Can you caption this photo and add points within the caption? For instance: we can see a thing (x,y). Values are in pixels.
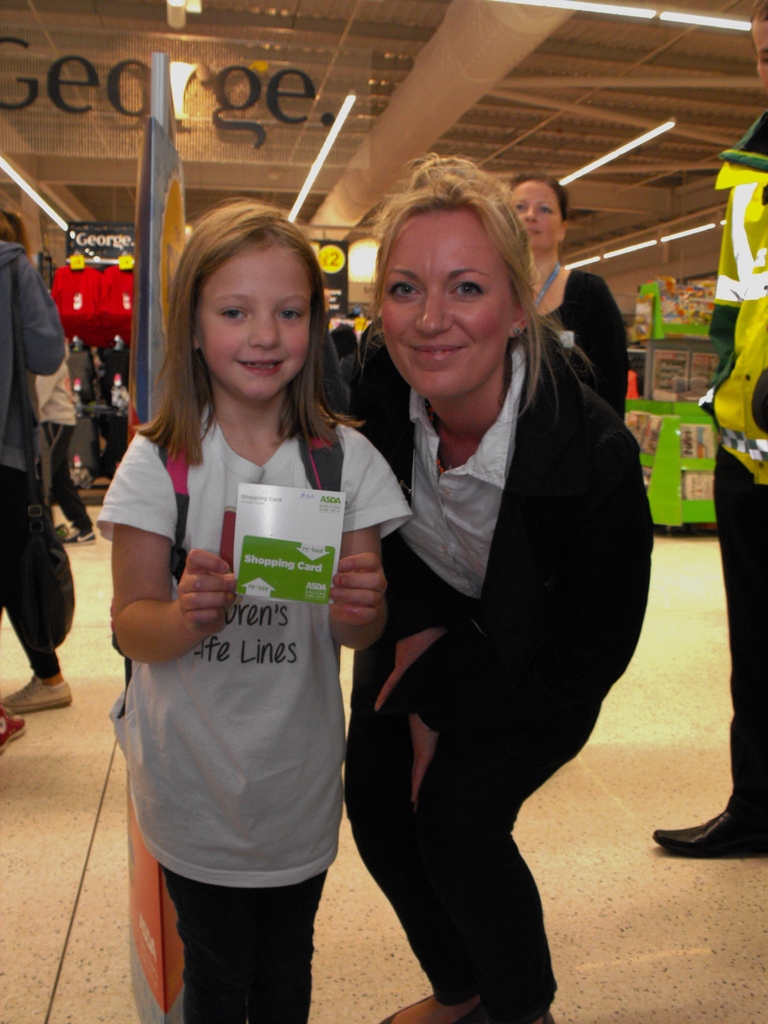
In this image there are some persons (510,372) standing in middle of this image (263,456) and the kid (256,600) standing in middle of this image (268,601) is wearing white color dress (206,685) and holding a paper (286,561) and the right side to this kid (291,469) a women (459,551) is wearing black color dress (508,612) and there are some objects (141,343) are in the background (665,416). There is some text (48,78) written at top of this image (236,130).
